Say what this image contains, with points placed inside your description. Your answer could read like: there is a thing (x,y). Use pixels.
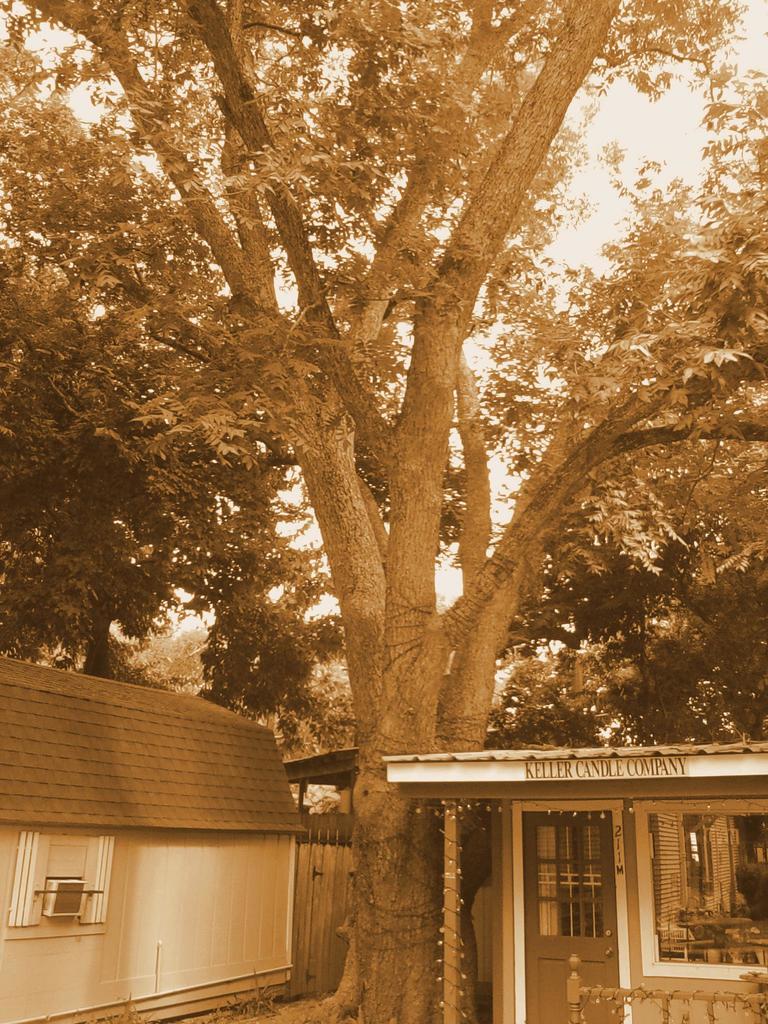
In this image, I can see the houses (562,886) with doors (554,966) and the trees (325,399) with branches (526,492) and leaves (592,492).
